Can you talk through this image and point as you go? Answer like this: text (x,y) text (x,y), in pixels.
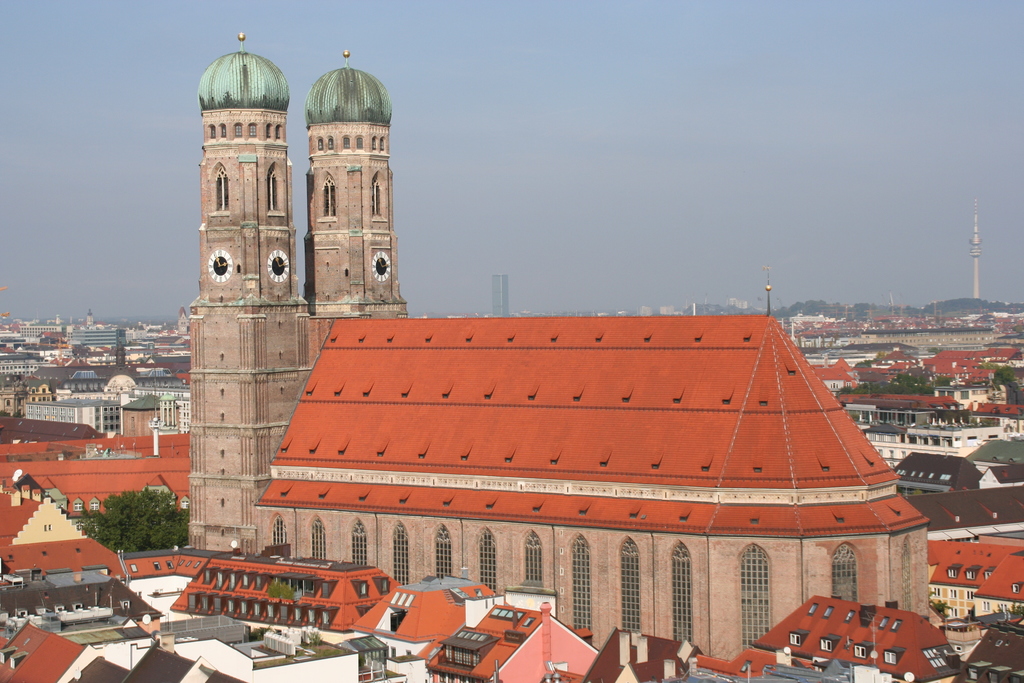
In this picture we can see few buildings (456,369) and towers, in the background (723,307) we can find few trees (859,311).
